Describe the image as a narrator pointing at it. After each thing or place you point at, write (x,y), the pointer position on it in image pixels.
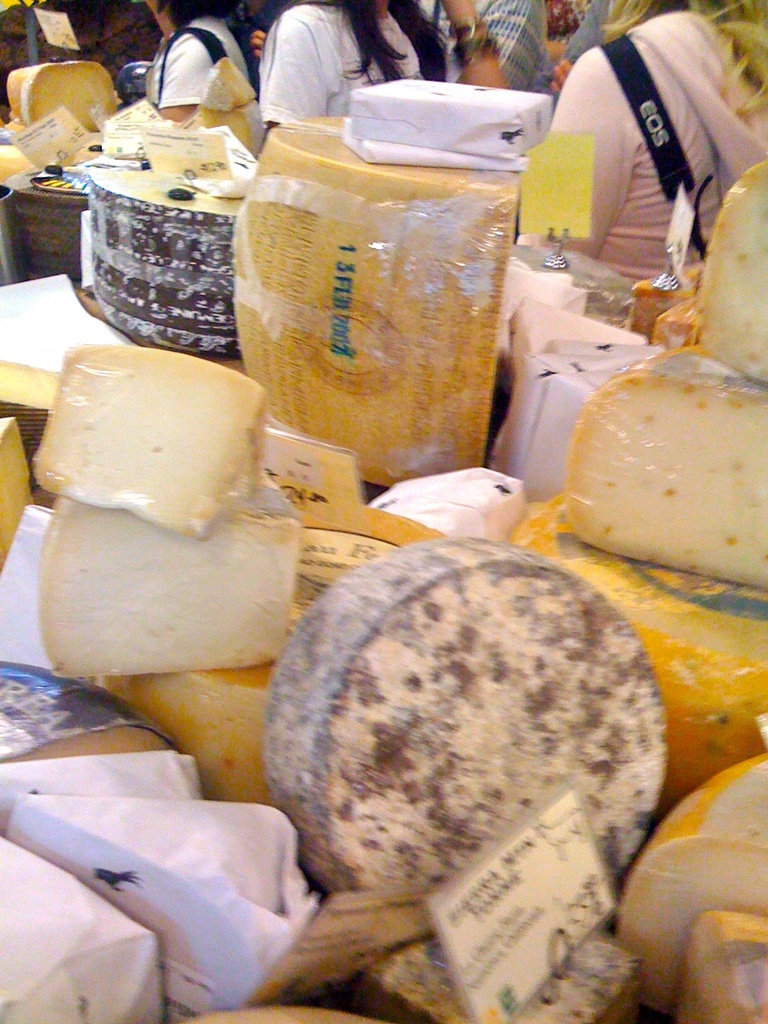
In this image, we can see some food items (531,685). We can see some boards (203,176) with text (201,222) written. There are a few people (291,111). We can also see a white colored object (396,138).
